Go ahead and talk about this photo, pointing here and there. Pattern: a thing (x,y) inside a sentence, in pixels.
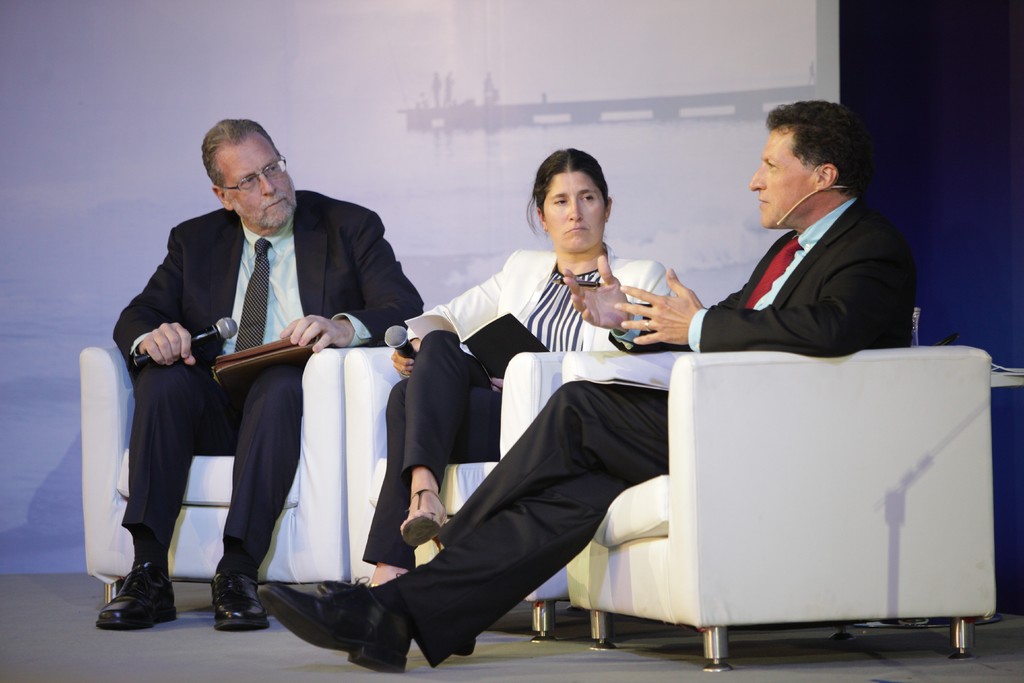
In this picture three people (344,307) are seated on the sofa (808,423), in the right side of the given image a person (797,237) is speaking, and rest of the two persons (236,296) are holding microphones (394,335) in their hand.
